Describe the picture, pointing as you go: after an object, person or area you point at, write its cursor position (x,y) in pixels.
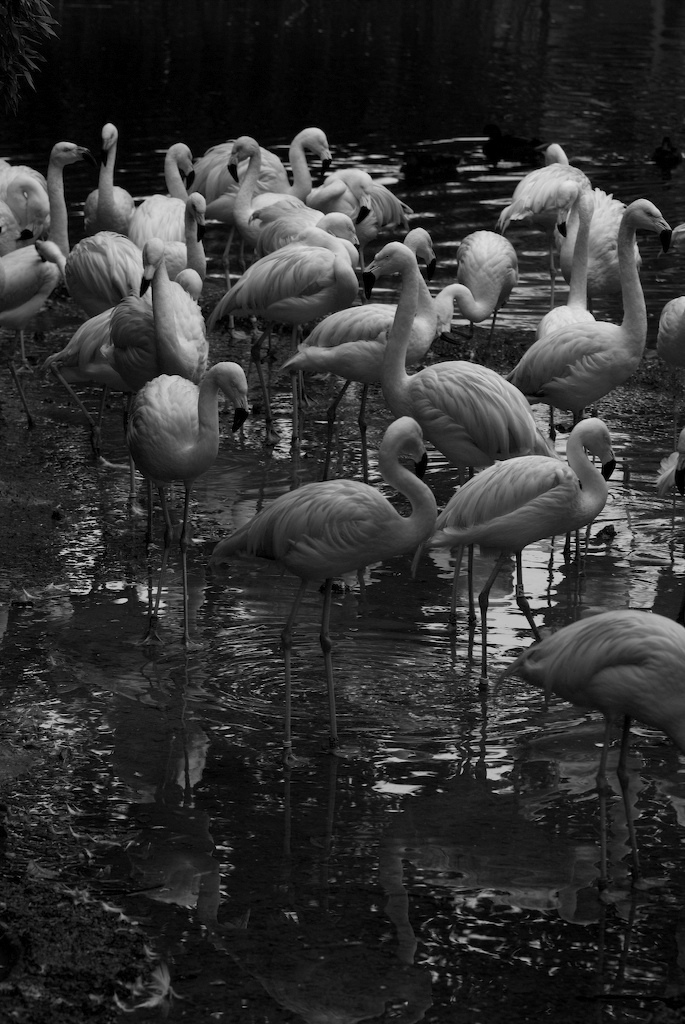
This is a black and white image. In this picture we can see the flamingos (342,237). In the background of the image (648,118) we can see the water (394,782). In the top left corner (21,52) we can see a plant (44,44).
